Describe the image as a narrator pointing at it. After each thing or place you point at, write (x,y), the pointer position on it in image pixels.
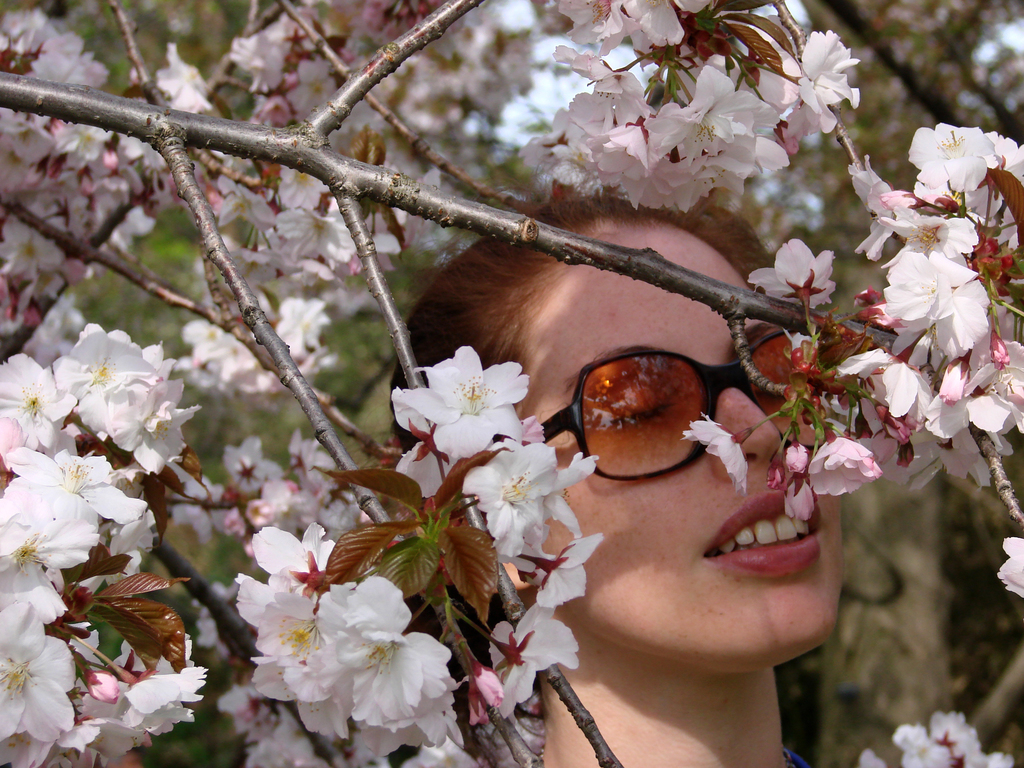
There is a lady (682,302) in the center of the image (650,364) she is wearing sun glasses (665,431), there are flowers (644,148) around the area and there are trees (324,338) and sky (527,101) in the background area (412,176).
